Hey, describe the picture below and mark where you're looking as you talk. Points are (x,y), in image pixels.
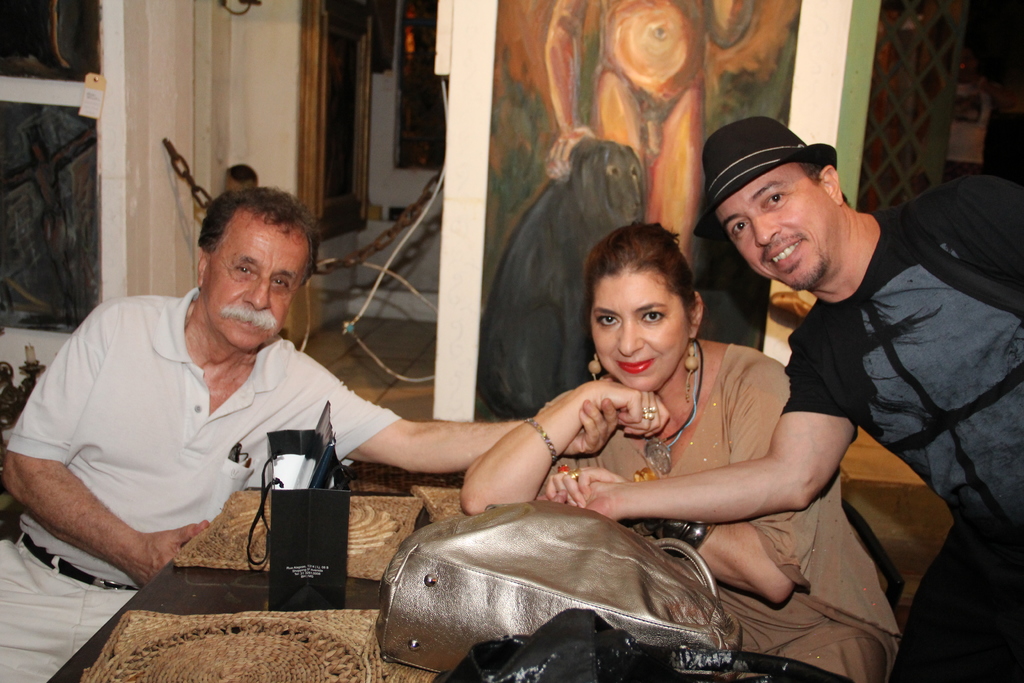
This picture is clicked inside. On the right corner (852,310) there is a man (951,243) wearing black color t-shirt (947,309), black color hat (738,123) and standing on the ground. In the center (607,329) there is a woman (637,341) smiling and sitting on the chair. On the left (101,368) there is another man (198,371) wearing white color t-shirt (148,425) and sitting on the chair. In the foreground (203,562) there is a table (223,611) on the top of which a sling bag (493,604) and some other items (305,544) are placed. In the background (339,49) we can see the picture frame (616,69) hanging on the wall (842,18) and many other objects (446,187).
